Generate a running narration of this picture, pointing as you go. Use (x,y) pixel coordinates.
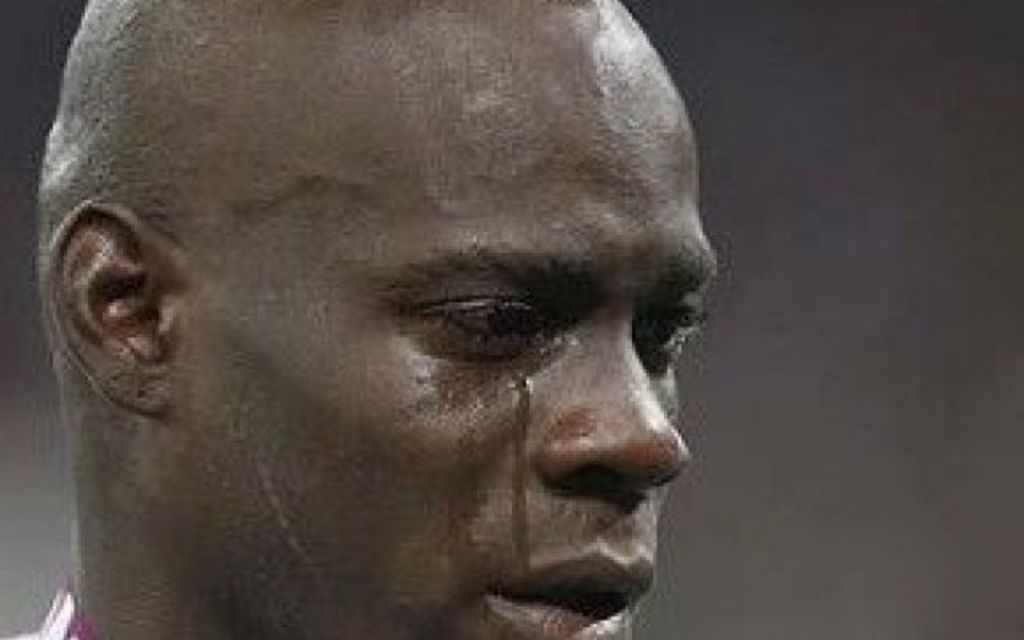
In this image we can see a face (220,311) of a person (212,363).
